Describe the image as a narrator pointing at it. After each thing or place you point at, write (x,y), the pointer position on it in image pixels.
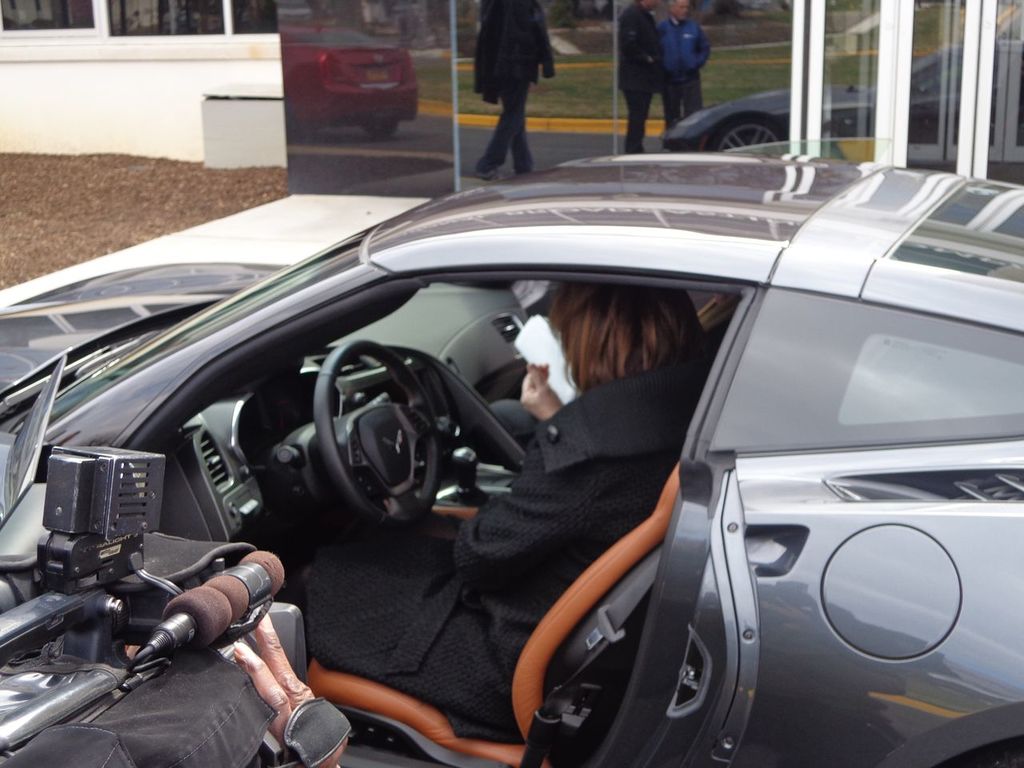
In this picture there is a car (704,551) and woman (650,415) sitting inside and there is a camera (60,581) on the left side (86,634).
